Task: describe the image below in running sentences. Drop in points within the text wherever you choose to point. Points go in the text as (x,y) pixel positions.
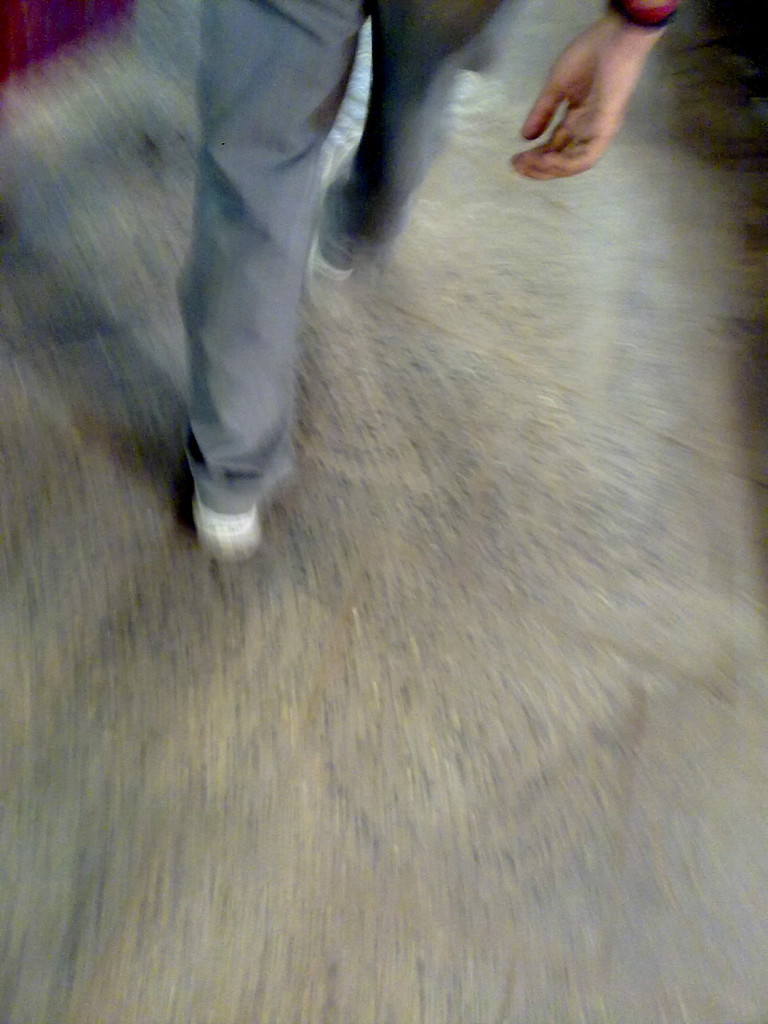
In the center of the image (268,415) we can see a man (210,150) is walking on the floor (416,459).
